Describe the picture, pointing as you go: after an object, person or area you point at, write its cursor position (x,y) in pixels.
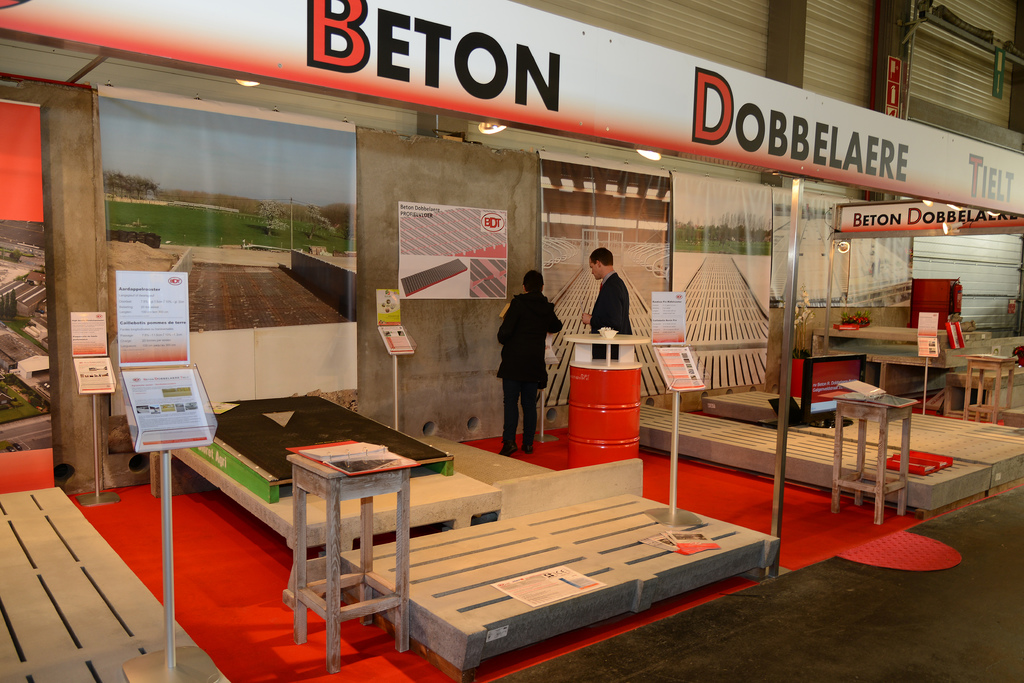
These two persons (529,378) are standing, we can see tables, chairs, stand (921,328), furniture (916,340) on the floor (801,501). On the background (430,175) we can see wall (449,176), posters (692,262). On the top (672,116) we can see lights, banner (712,117).
